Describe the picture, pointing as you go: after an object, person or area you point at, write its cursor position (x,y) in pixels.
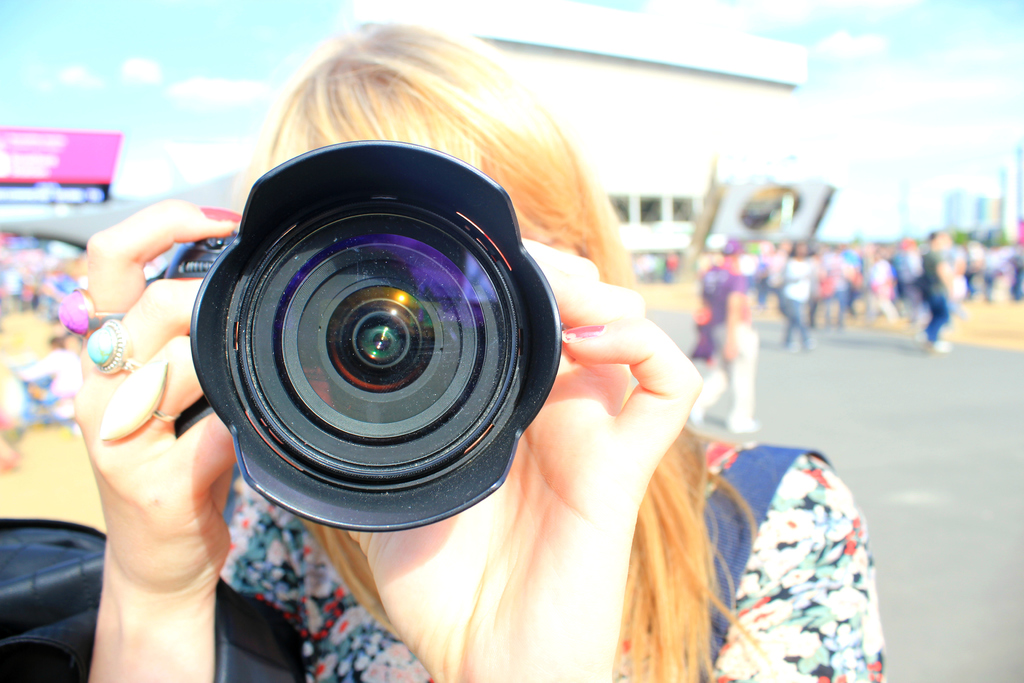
There is a group of people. She is holding a camera (271,378). She is wearing hand rings (80,323) On the background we can see there is a building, tree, sky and road (780,414). Some persons (2,301) are walking on a roads (766,438).
